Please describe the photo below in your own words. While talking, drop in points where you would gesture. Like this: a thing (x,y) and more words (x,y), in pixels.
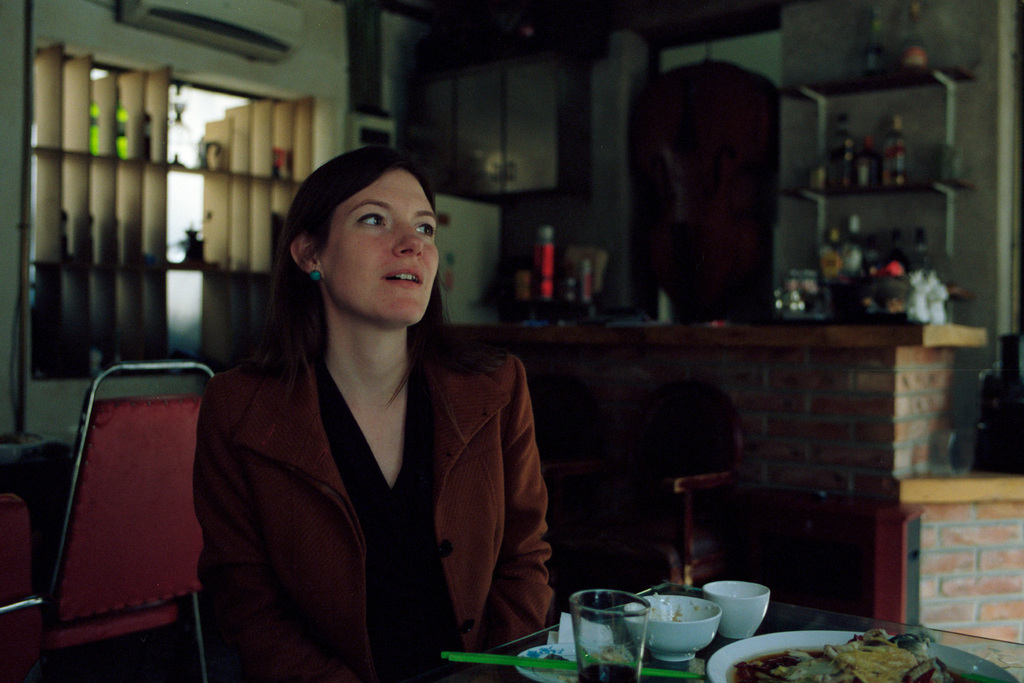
The woman (517,481) in front of the picture is sitting on the chair (171,585). In front of her, we see a table (477,671) on which a bowl (686,623) containing food item (784,657), plate (784,644), chopsticks (569,661), cup (625,631) and a small bowl (758,609) are placed. Behind her, we see the empty chairs (108,520). On the right side (802,327), we see a table (986,476) on which glass bottles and some other objects (933,295) are placed. Behind that, we see a rack (858,169) in which many glass bottles (857,235) are placed. In the background (214,144), we see a window (156,271). Beside that, we see a refrigerator (458,220) and a cupboard (434,113). At the top (271,47), we see the air conditioner (285,6).
